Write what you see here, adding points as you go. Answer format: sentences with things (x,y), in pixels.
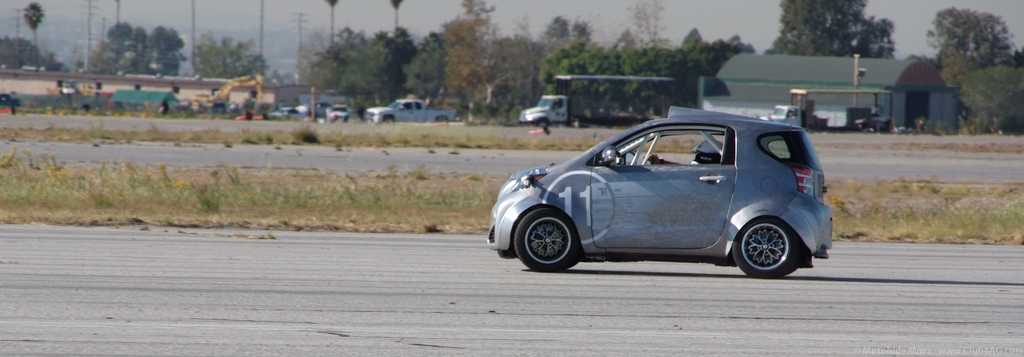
In this image there is a car (726,152) in the road (709,314). A person (696,154) is sitting in the car (651,170). Few vehicles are on the road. Middle of the image (413,191) there is some grass (425,187) on the land (425,187). Left side (260,65) there are poles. Behind there are hills (307,31). Top of the image (320,27) there is sky (898,11).
